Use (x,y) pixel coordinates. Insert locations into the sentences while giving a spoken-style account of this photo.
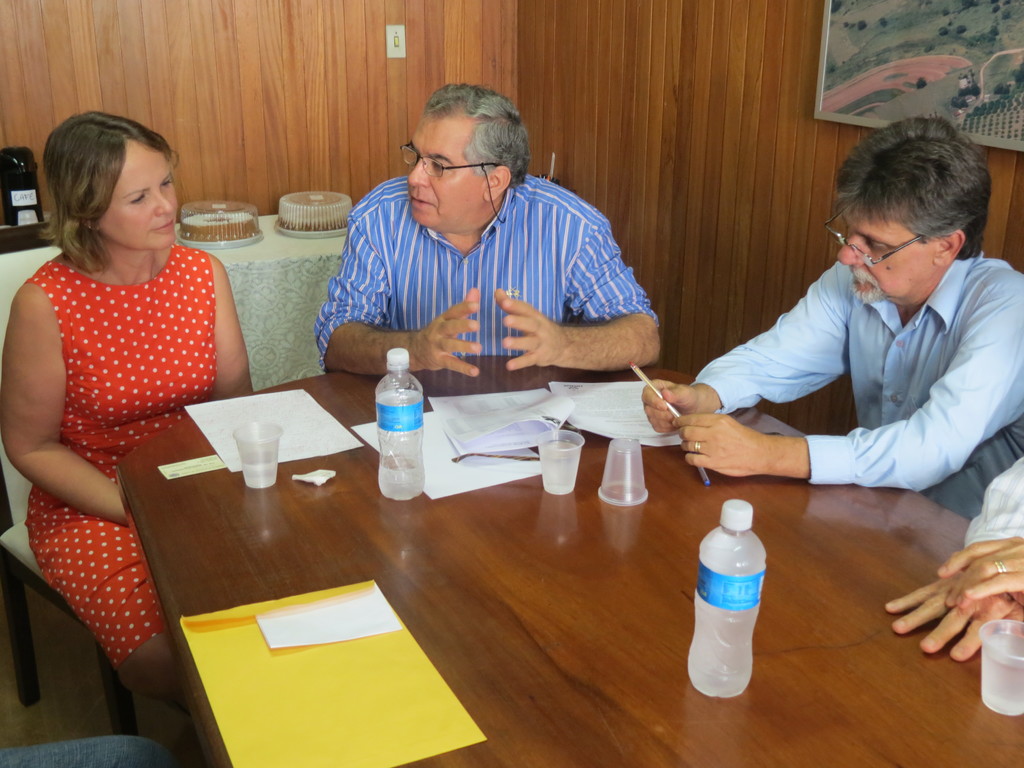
In this picture we can see four persons (985,355) sitting on chairs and in middle (453,265) men (549,202) wore spectacle (408,153) talking to them and here woman (157,296) is smiling and remaining two persons (894,367) are listening to him in front of them there is table (473,494) and on table (350,426) we can see bottle (408,440), glass (562,442), papers (517,400), some envelope (239,761) and in the background (367,101) we can see wall (559,51), frame (987,60) and some bowls (295,211) covered with lid (282,222) and cloth (275,276).
